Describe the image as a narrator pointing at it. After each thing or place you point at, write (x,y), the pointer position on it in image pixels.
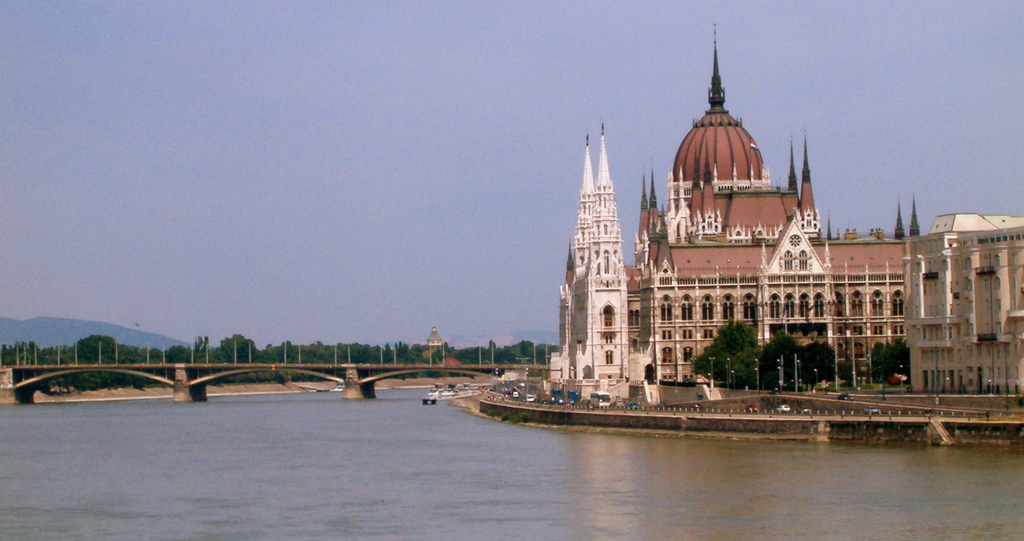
In the right side (923,355) there are buildings (835,330) and trees (761,356), this is water (347,483), In this left side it is a bridge (64,370).
